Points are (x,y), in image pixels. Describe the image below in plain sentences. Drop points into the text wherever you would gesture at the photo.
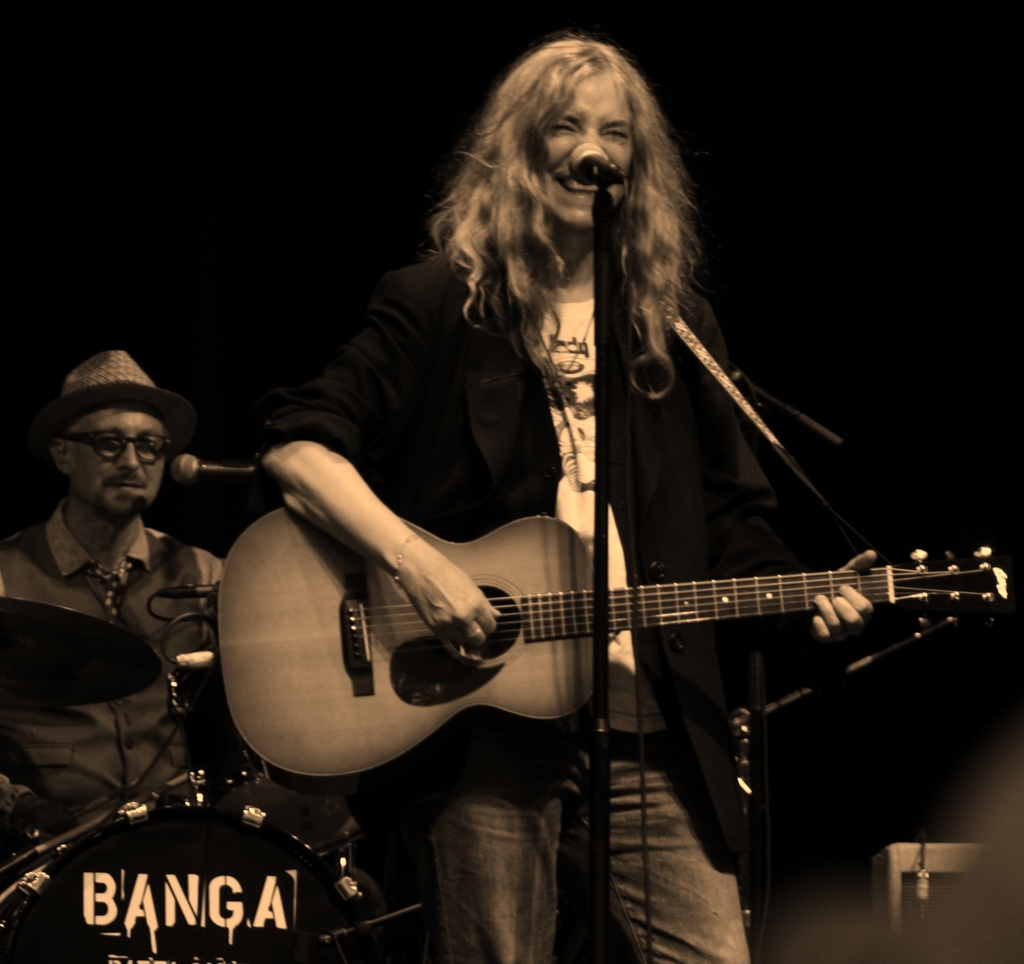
In this image we have a woman (599,97) standing and playing a guitar (525,525) and a microphone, mic stand (594,297) and at the back ground (134,622) we have a man (94,598) sitting and playing the drums (123,681).
